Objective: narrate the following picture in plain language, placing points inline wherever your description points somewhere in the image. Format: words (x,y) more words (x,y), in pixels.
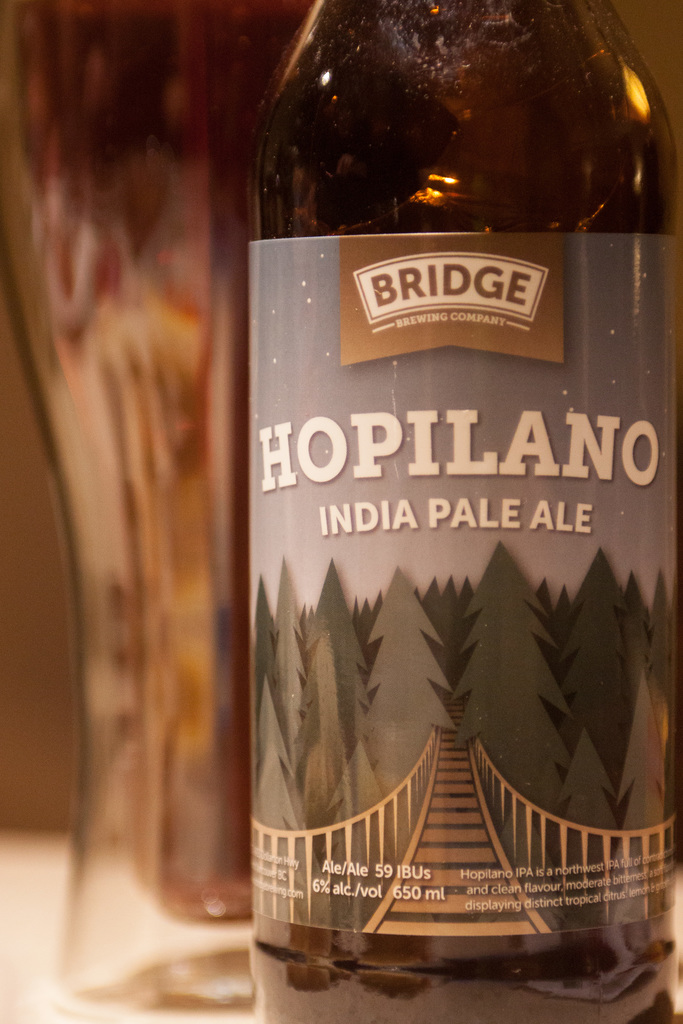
This picture shows a beer bottle (322,544) which is brown in colour.
